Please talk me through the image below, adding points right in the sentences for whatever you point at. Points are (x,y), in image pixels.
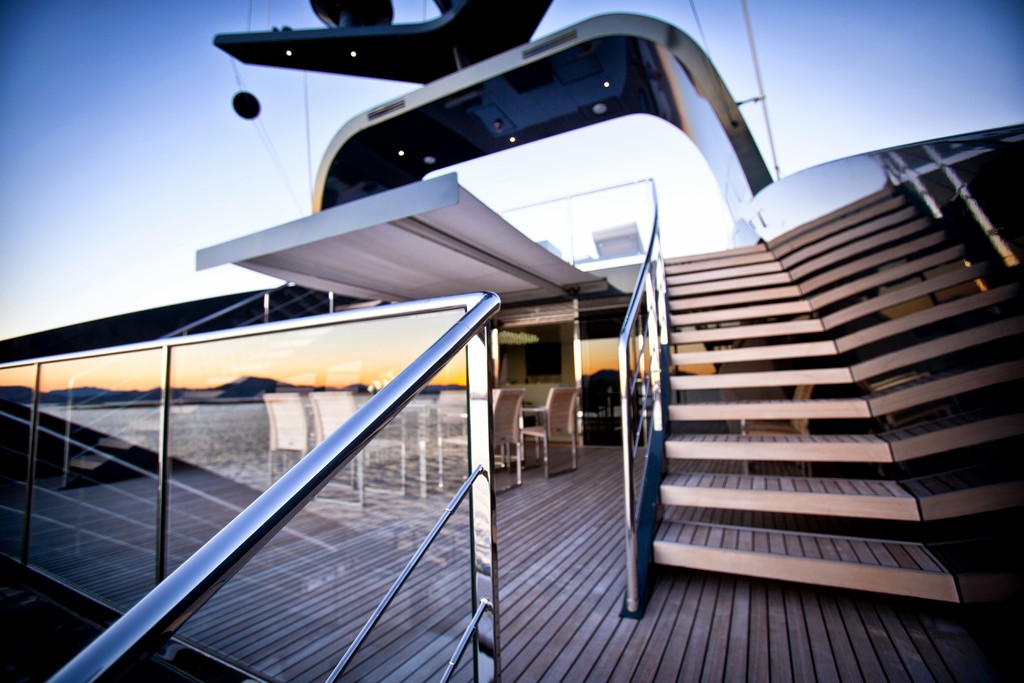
In this image there is a yacht deck (757,226). On the right side (780,350) there are steps (777,489). On the left side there are chairs (549,422) around the table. On the left side (149,429) bottom there is a glass fence (147,468).
